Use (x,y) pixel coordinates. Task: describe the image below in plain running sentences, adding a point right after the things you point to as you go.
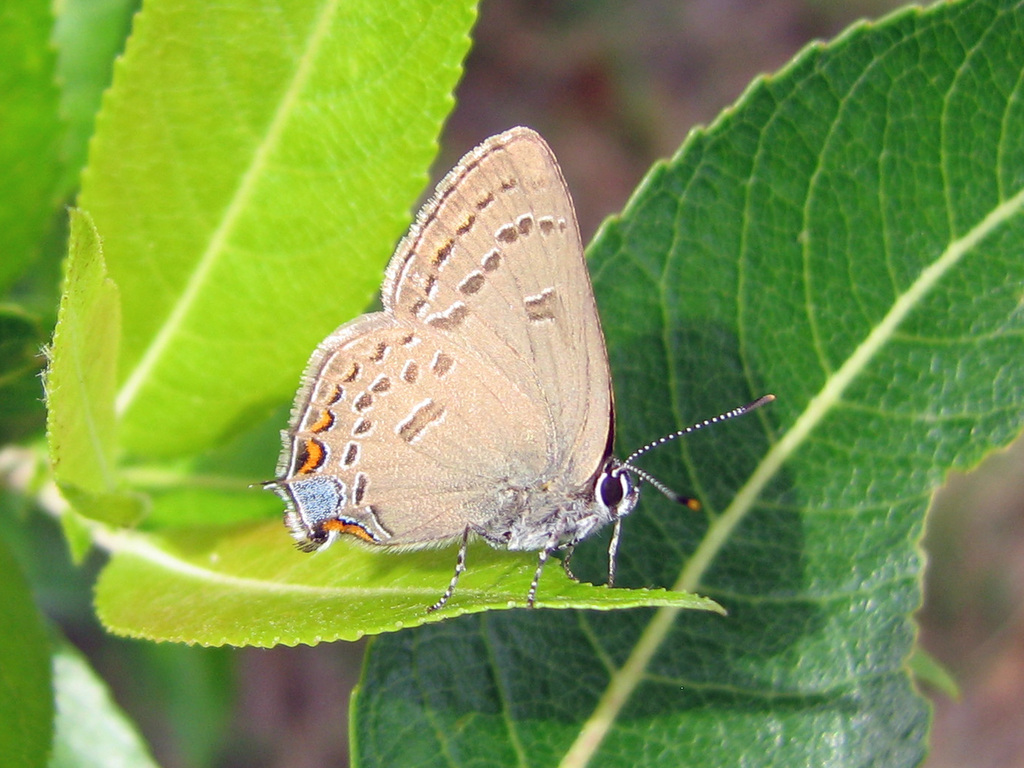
In this image in the front (594,498) there is a butterfly (522,516) on the leaf (316,561) which is in the center (475,492) and the background (685,77) is blurry and there are leaves (100,230) visible in the front (865,530).
